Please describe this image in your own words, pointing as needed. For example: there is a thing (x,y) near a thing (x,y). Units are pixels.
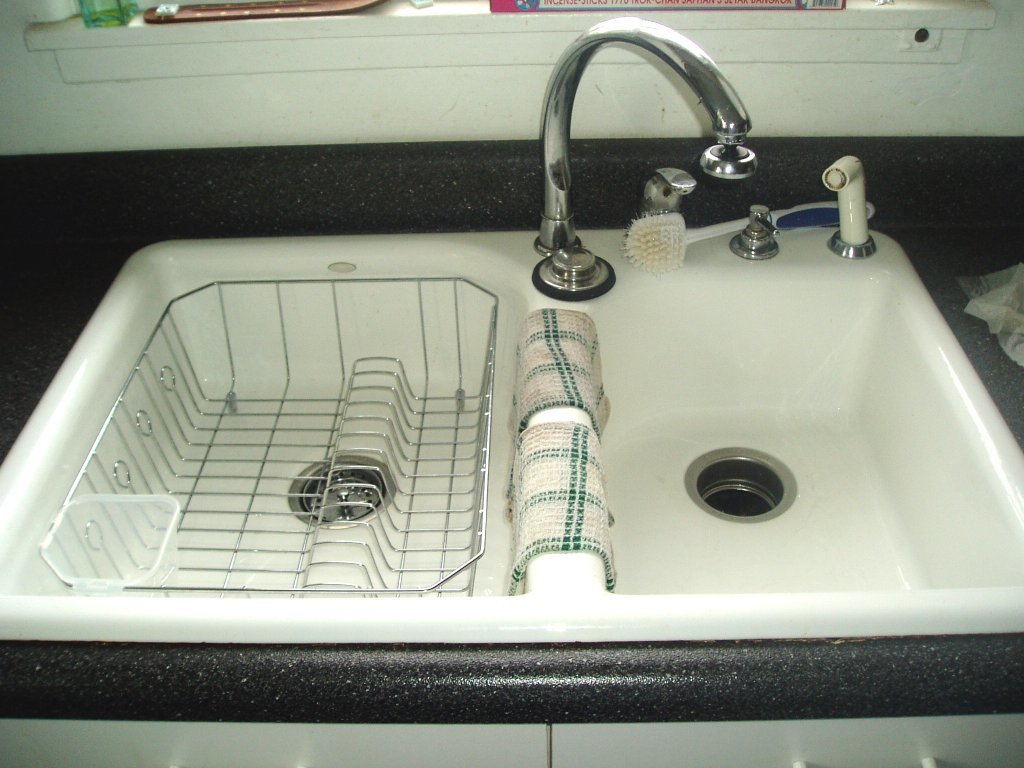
In this picture I see the white color sink (836,258) in front (651,295) and I see the clothes (565,389) on it and I see the taps (847,214) and I see a cleaning brush (778,223) near to the taps (765,209). In the background (22,144) I see the white color wall (446,87).
